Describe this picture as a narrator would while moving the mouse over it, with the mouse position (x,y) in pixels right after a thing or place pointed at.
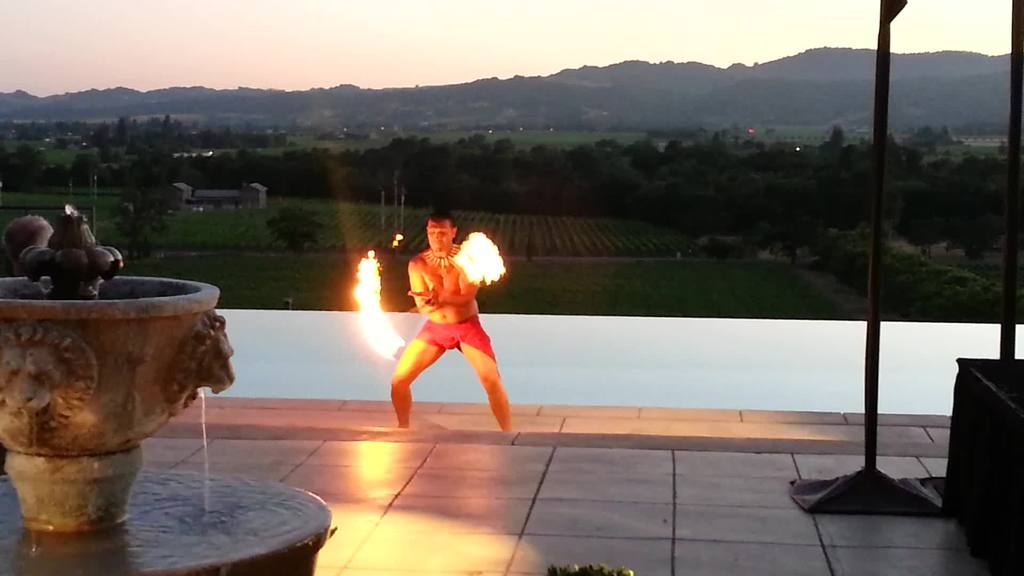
In the center of the image (485,366) a man (484,340) is standing and holding a fire (473,248). On the left side of the image (131,282) fountain (121,381) is there. On the right side of the image (1009,306) poles (1013,321) are there. In the background of the image (927,313) we can see building (228,206), trees (603,189), ground (647,229), hills (610,119) are there. At the top of the image (392,40) sky (538,44) is there. At the bottom of the image (589,510) floor (586,521) is there.
